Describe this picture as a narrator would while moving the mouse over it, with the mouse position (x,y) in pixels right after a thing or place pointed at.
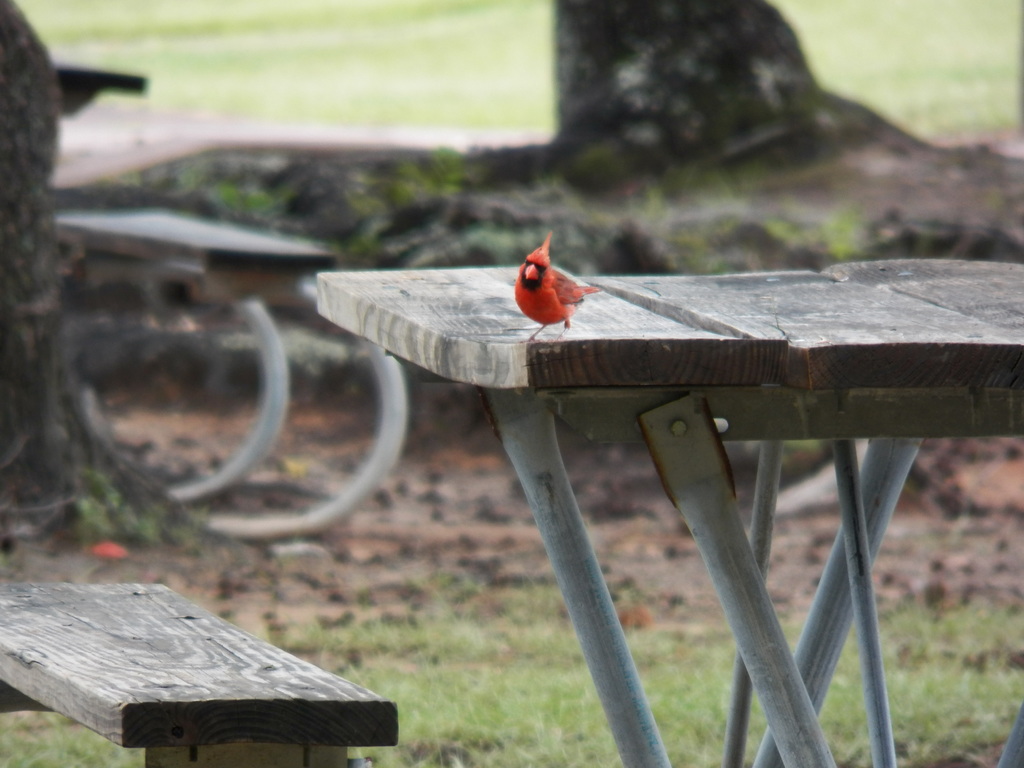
In this picture we can see a bird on this wooden table (693,287).
